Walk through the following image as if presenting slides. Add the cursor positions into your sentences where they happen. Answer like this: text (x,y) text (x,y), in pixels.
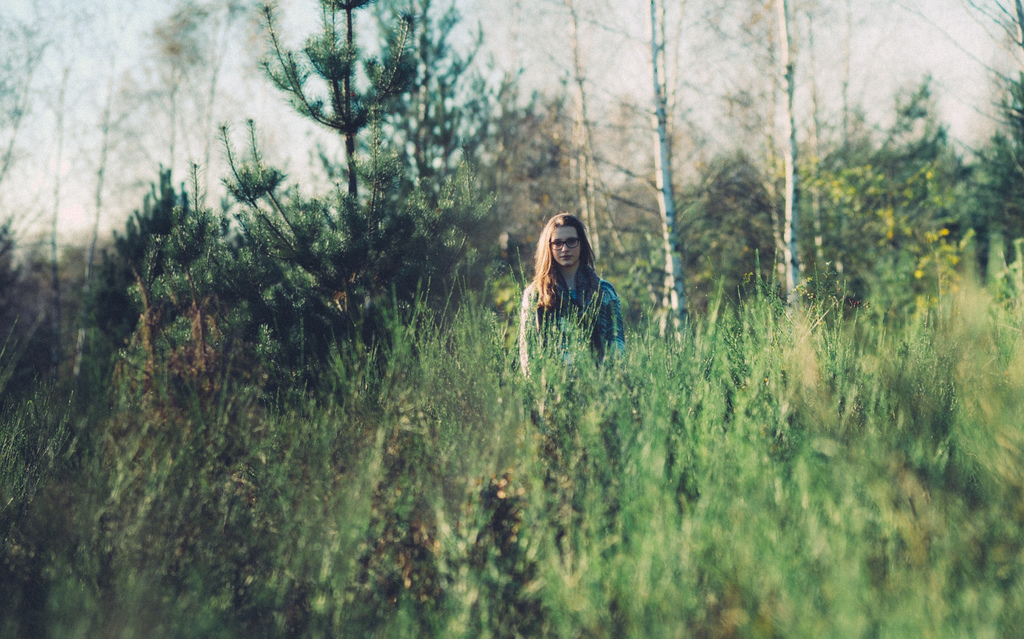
In this image we can see a lady (589,300). There are many trees (614,257) and plants (514,323) in the image. There is a sky (168,92) in the image.
